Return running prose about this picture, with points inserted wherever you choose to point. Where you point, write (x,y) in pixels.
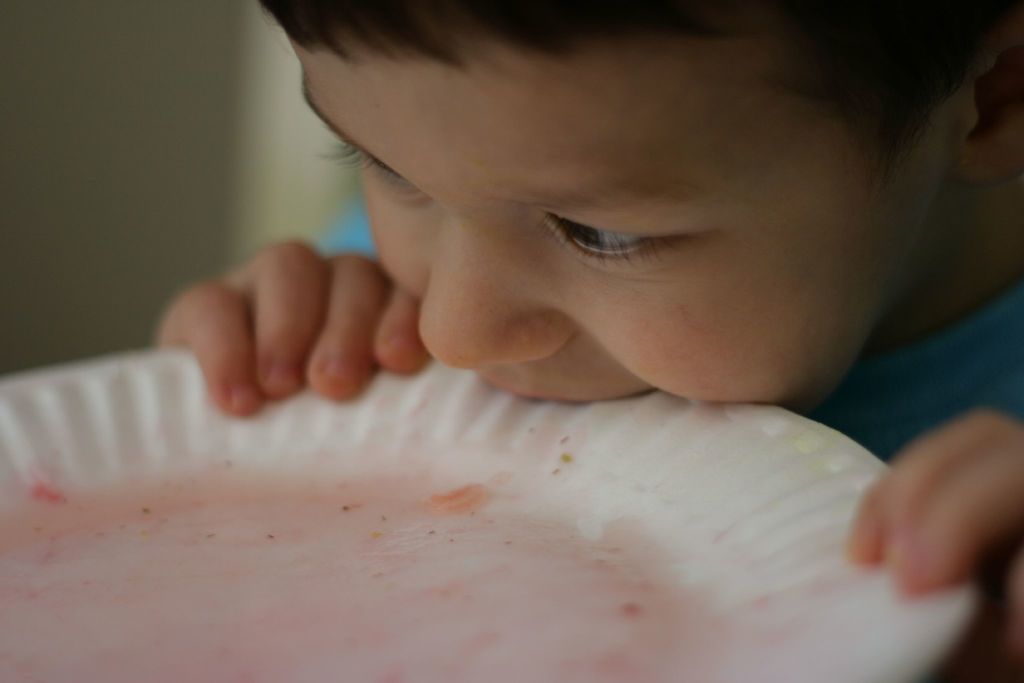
In this image, on the right side (893,254), we can see a boy (936,294) holding a plate (489,652) and keeping the plate (499,576) in his mouth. In the background (187,154), we can see black color and white color.
